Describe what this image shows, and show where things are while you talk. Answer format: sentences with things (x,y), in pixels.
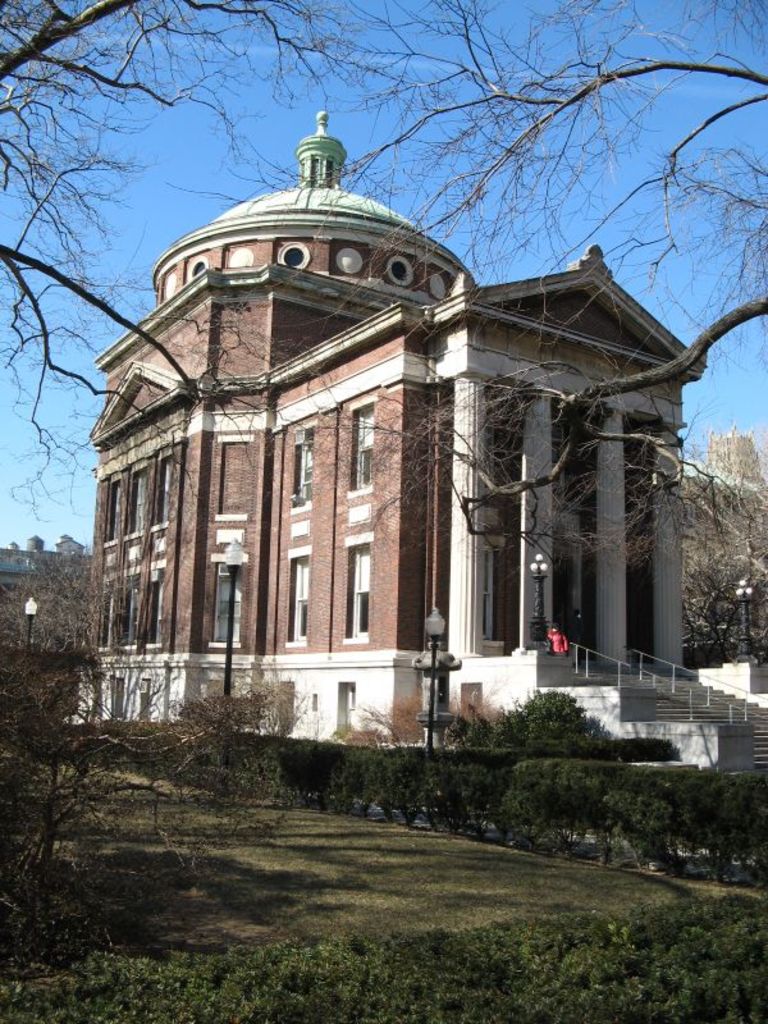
At the center of the image (432,517) there is a building (408,558), in front of the building (175,632) there are so many trees (56,751) and plants (635,839). In the background (493,115) there is a sky (503,118).
